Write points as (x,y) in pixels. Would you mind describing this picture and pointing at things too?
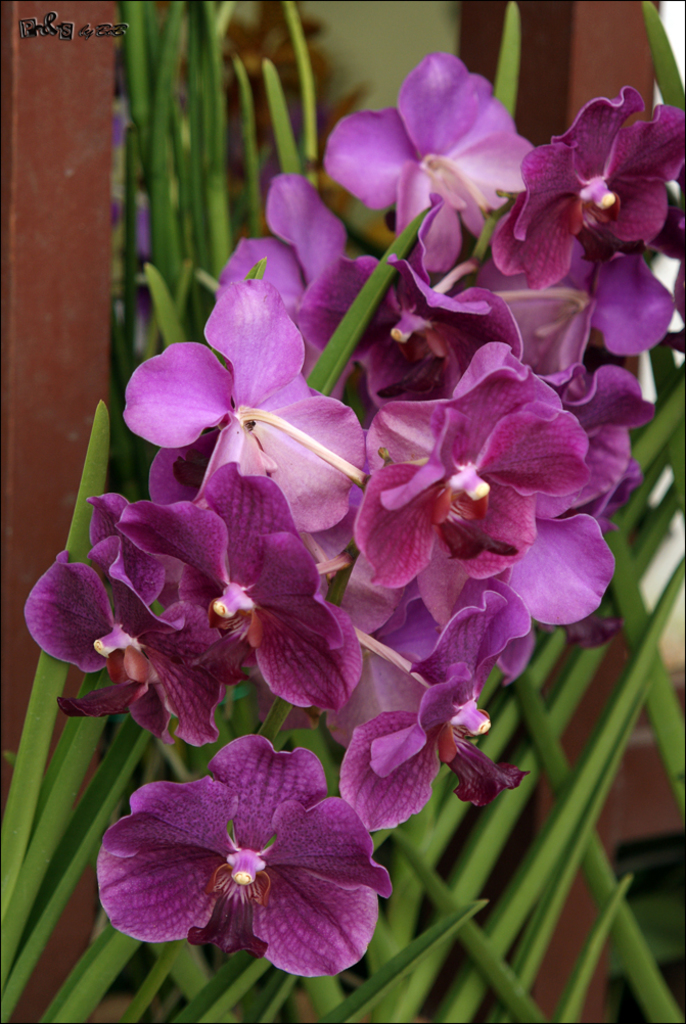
In this image we can see purple color flowers (378,621). In the background (431,924), we can see greenery (196,175) and two wooden pillars (84,156). There is a watermark (61,32) in the left top of the image (55,27).
